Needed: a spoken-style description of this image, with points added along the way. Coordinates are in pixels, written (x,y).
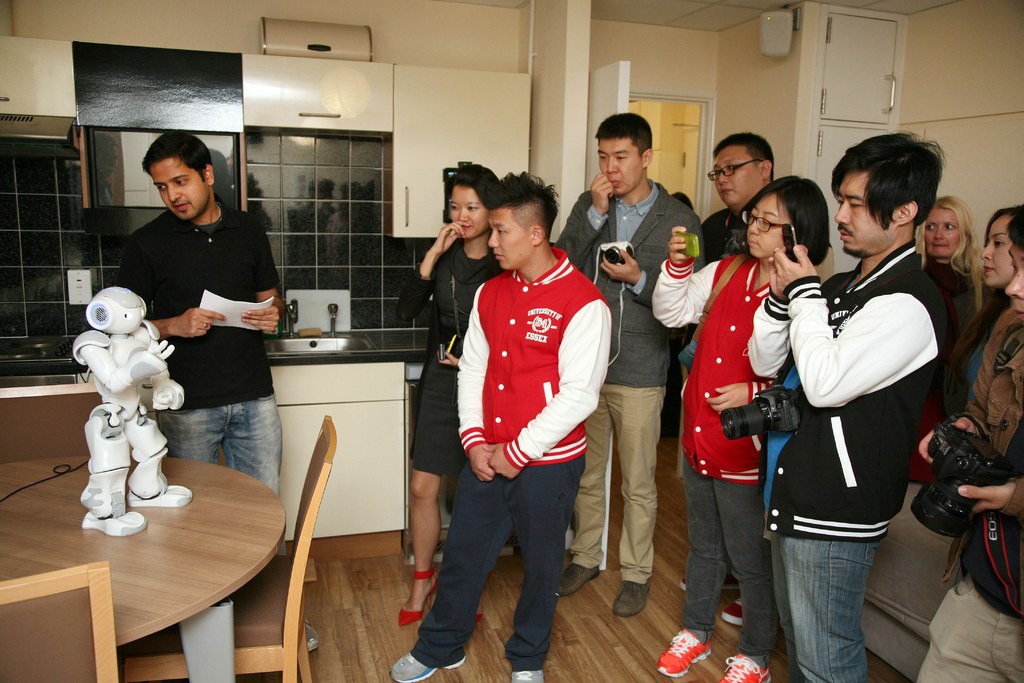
people (463,322) are standing in a room (602,100). at the left (177,544) there is a table (205,568) and chairs (277,598). on the table (161,556) there is a white robot (130,396) and a wire (39,481) behind it. people (861,399) at the right (825,321) are taking photos and holding cameras (955,466). at the back (467,151) there are black and white cupboards (440,148). at the right (694,93) back there is a white door (616,95).
